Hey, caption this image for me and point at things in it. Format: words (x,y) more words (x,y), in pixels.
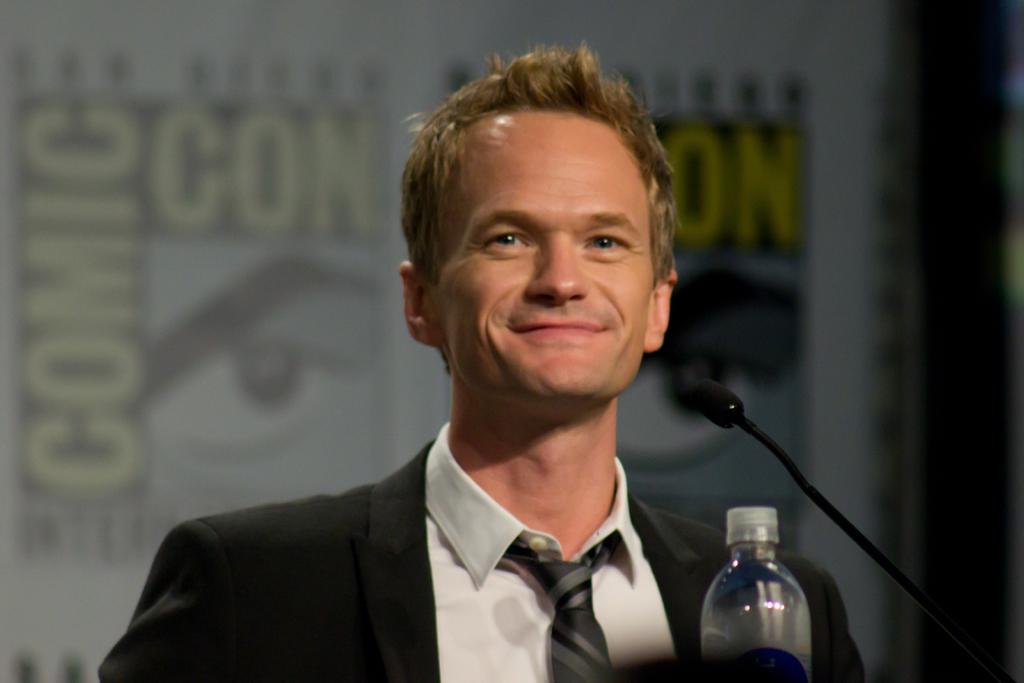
In this picture we can see a man (214,661) who is in black color suit (335,602). He is smiling. And there is a mike (724,419) and this is the bottle (727,618).
